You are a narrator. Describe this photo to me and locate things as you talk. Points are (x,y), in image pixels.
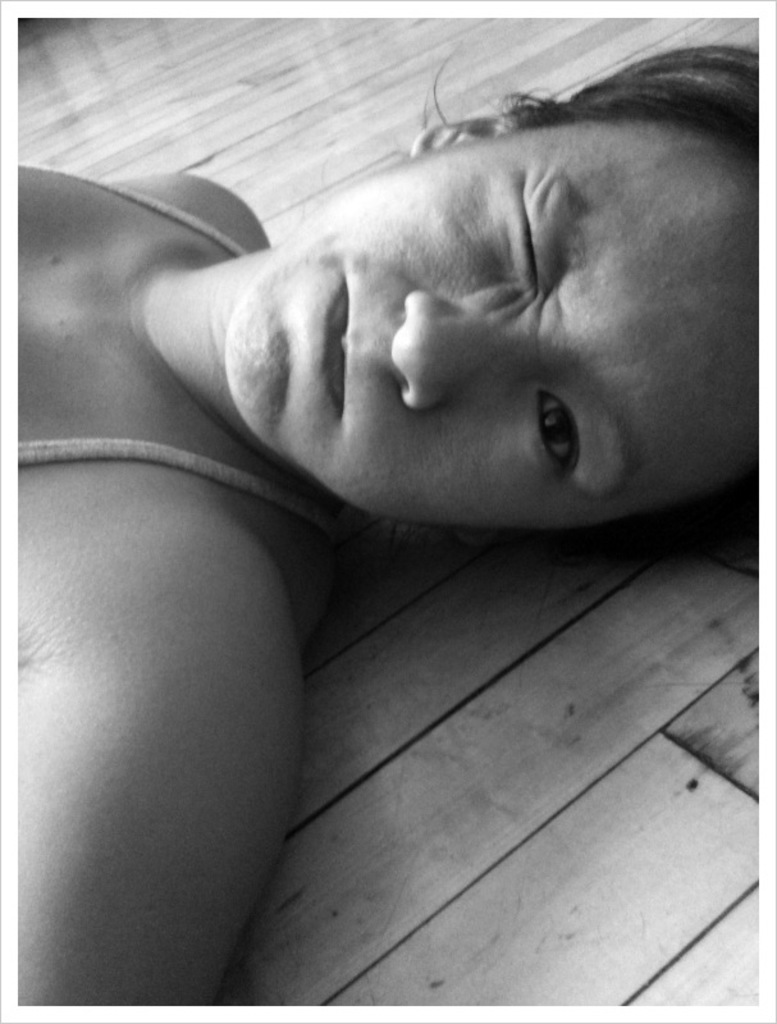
In the middle of this image (273,474), there is a woman (330,214) lying on a wooden surface (604,46).
